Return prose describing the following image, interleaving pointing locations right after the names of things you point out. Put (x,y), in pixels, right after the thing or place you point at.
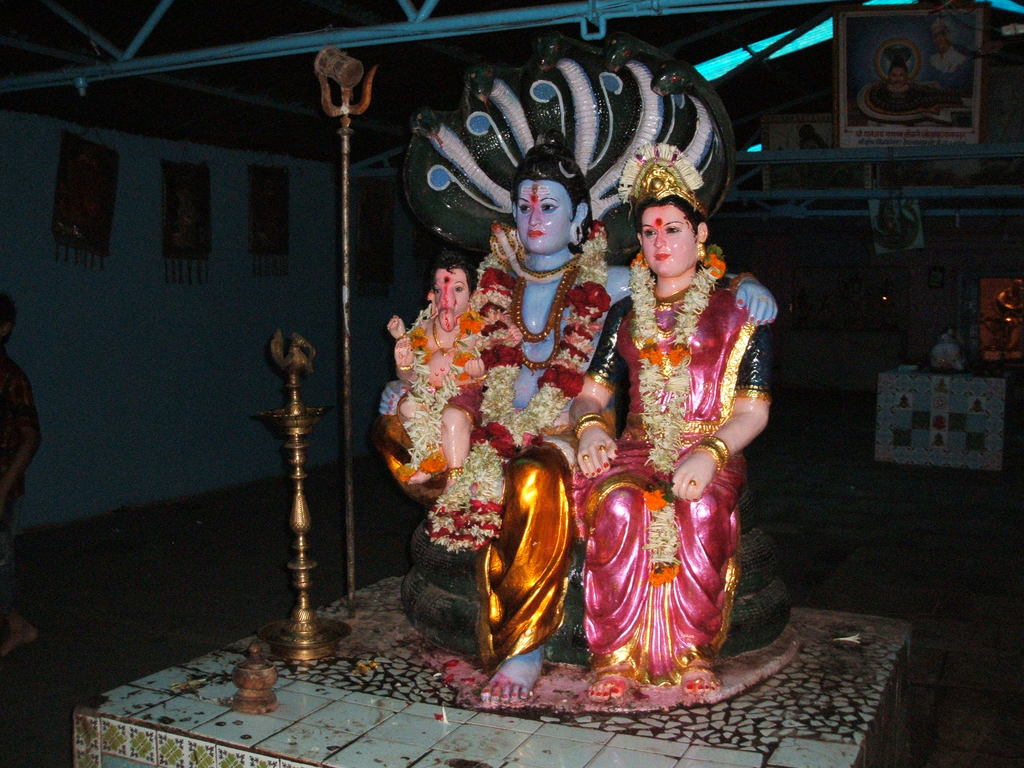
In this image, we can see some idols of gods (514,698) on the surface (626,758). We can also see a lamp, metal pole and an object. We can see the ground (968,503) with an object (926,398). We can see some frames (929,125) and the shed (876,192). We can see the wall (186,331) with some posters (70,259). We can also see a person (11,538) on the left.
